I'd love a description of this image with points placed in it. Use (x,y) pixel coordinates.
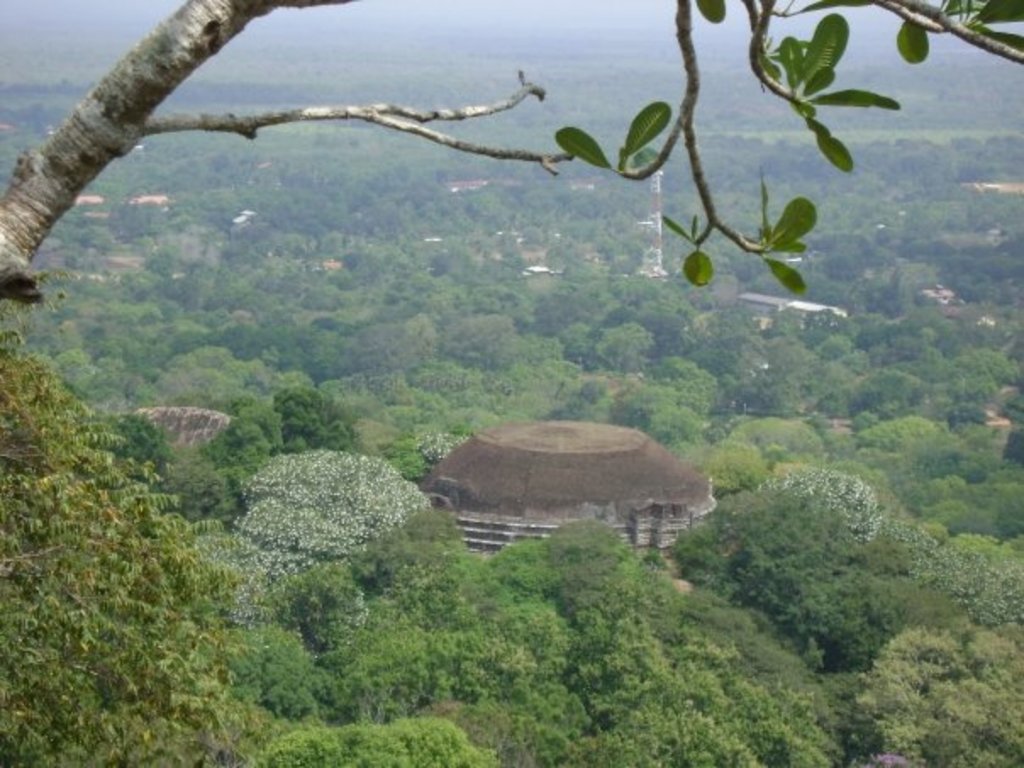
In this image there are few trees (539,380). In between there are few buildings (477,472) and a tower (656,236). Left bottom there are few plants (32,572). Left top there is a tree (760,57) having few branches (931,15) with leaves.
